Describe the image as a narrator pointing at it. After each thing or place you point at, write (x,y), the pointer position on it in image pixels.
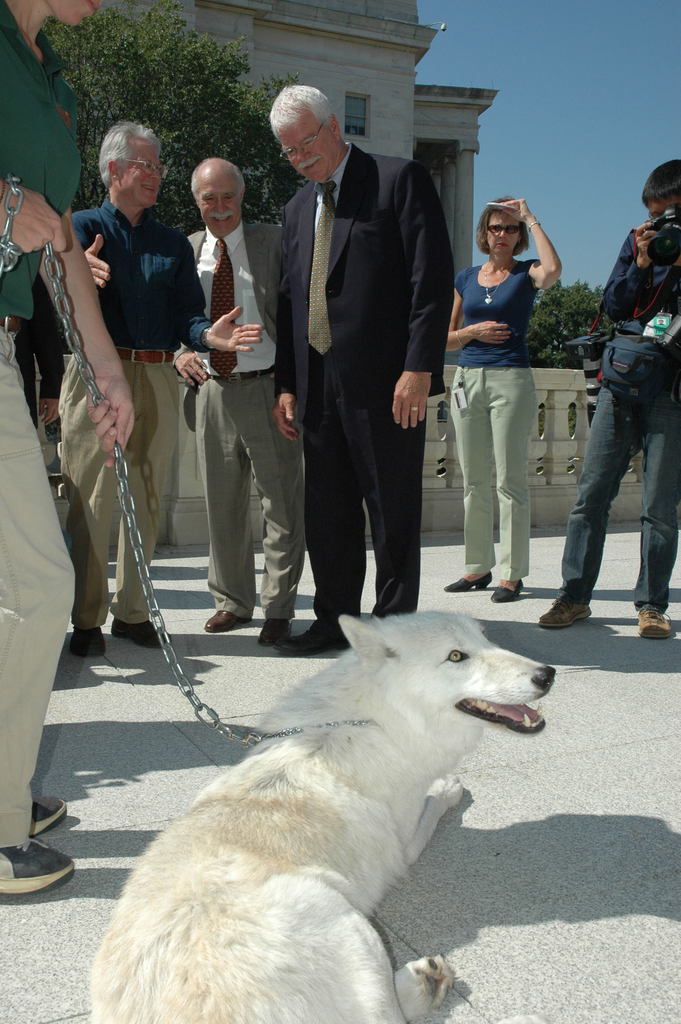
In this image I can see number of people (429,193) are standing. I can also see a dog (233,979). In the background (166,94) I can see a tree (215,78), a building (390,67) and clear view of sky (552,92).
